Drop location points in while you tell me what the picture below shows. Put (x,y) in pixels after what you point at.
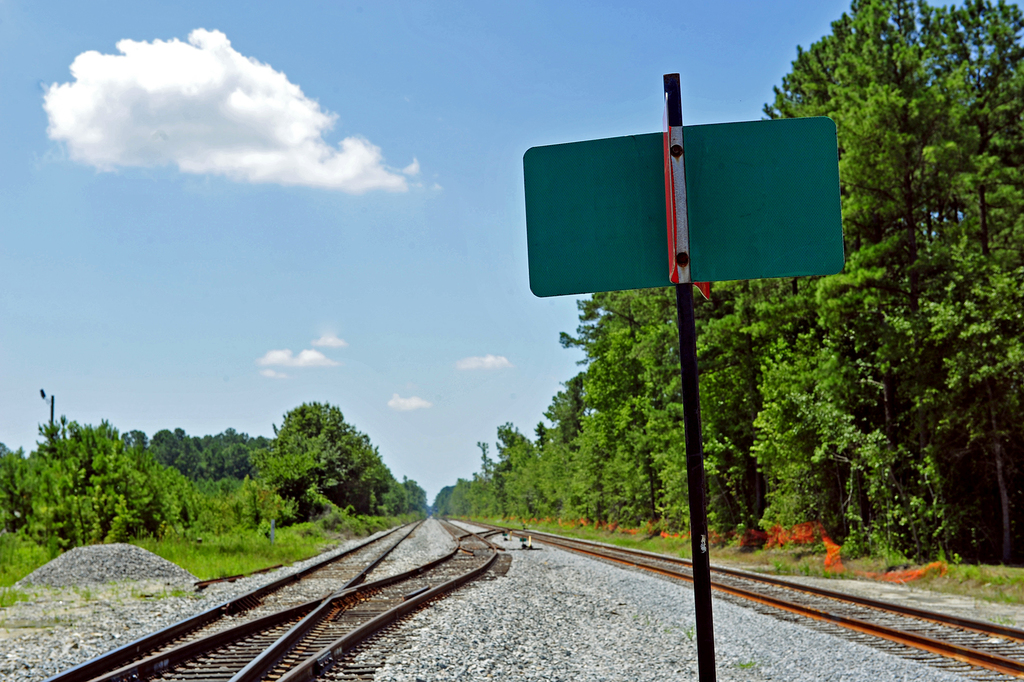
In this image we can see a board (710,217) and there are railway tracks (377,616). In the background (337,510) there are trees (577,454) and sky (441,452). At the bottom (458,630) there are stones (412,645).
